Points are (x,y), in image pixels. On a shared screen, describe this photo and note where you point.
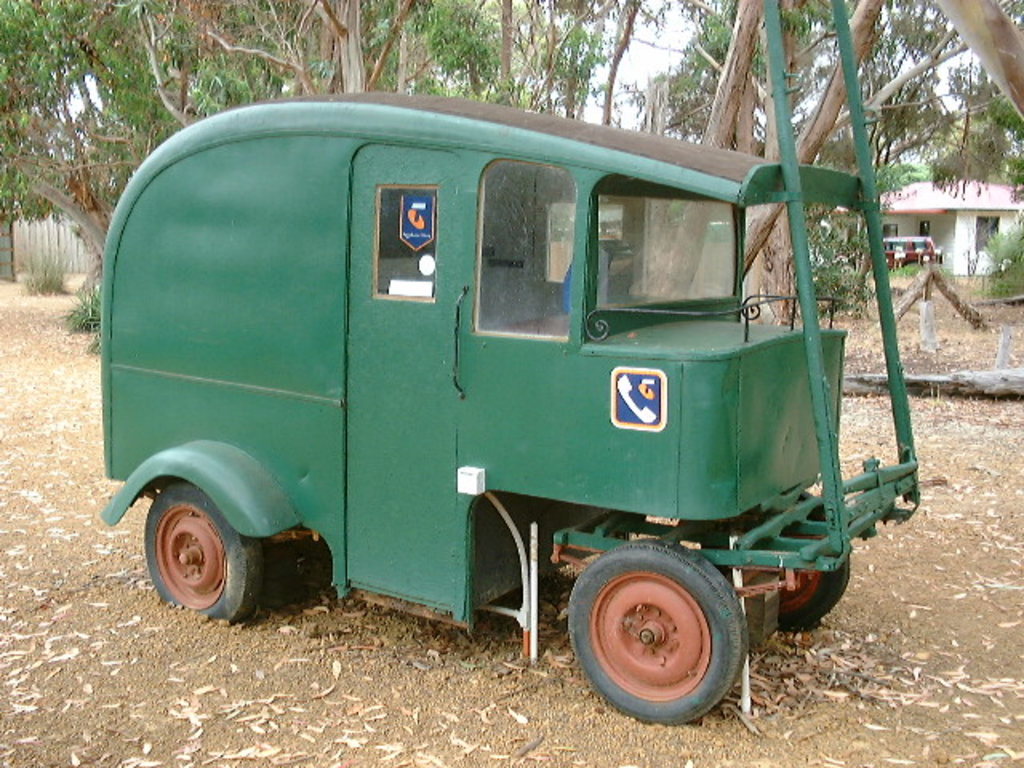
In this image we can see a vehicle (425,302) on the ground (510,643), there are few trees (398,36), a building (965,213), a vehicle (899,249) in front of the building (962,274) and the sky (664,59) in the background (641,63).
